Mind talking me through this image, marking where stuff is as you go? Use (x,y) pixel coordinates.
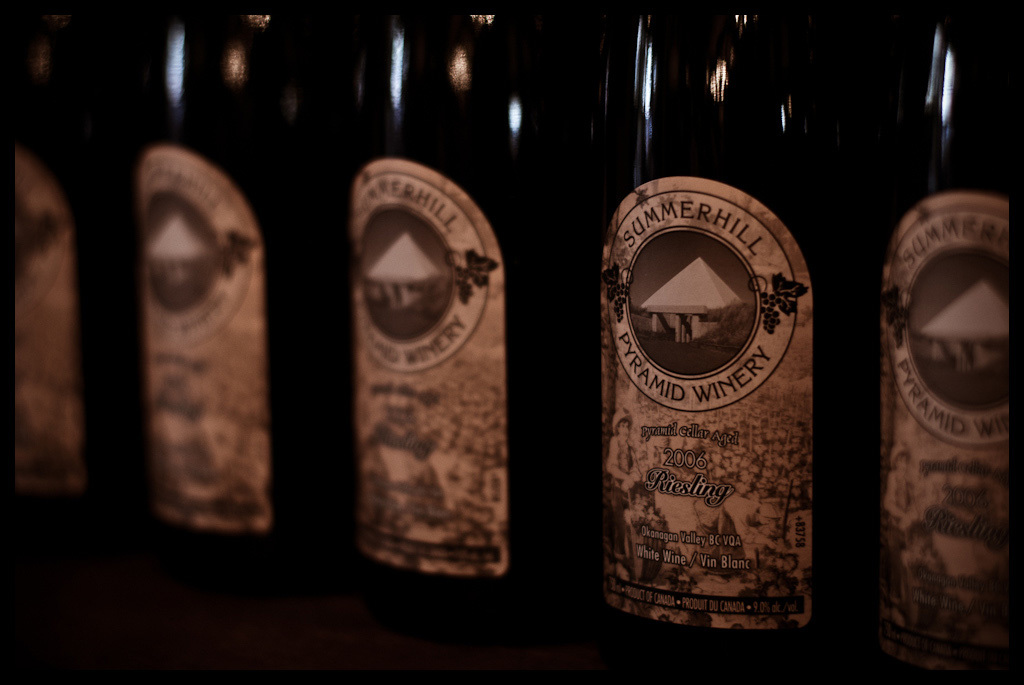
As we can see in the image there is table (520,664). On table (287,660) there are bottles (227,309). The image is little dark.
